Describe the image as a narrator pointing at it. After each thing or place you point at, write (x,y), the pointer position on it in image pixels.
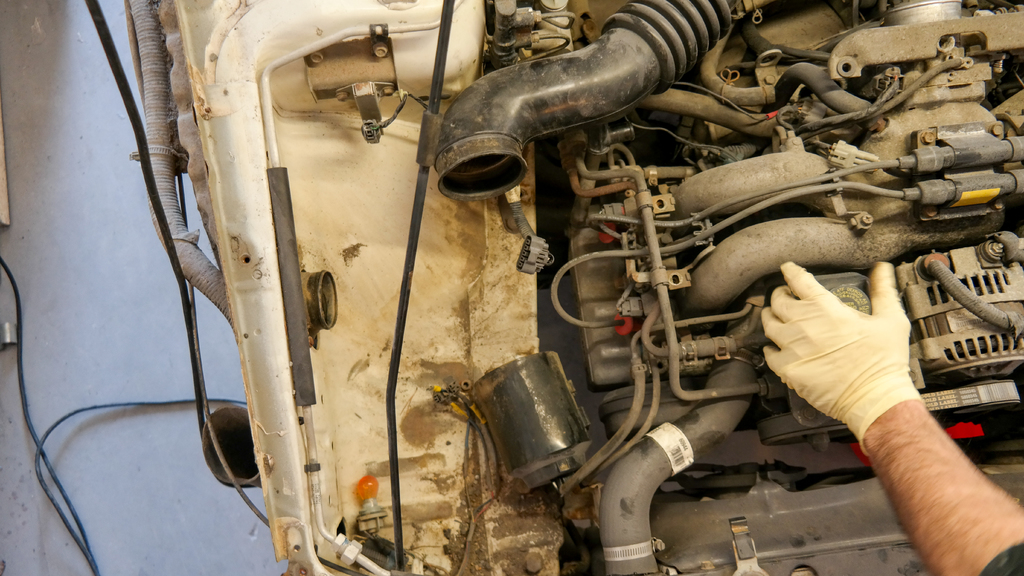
It is the picture of an engine (677,162) of a vehicle (524,339). There is a hand (839,340) of a man (815,395) on one of the part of engine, there are some wires (201,377) beside the engine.
